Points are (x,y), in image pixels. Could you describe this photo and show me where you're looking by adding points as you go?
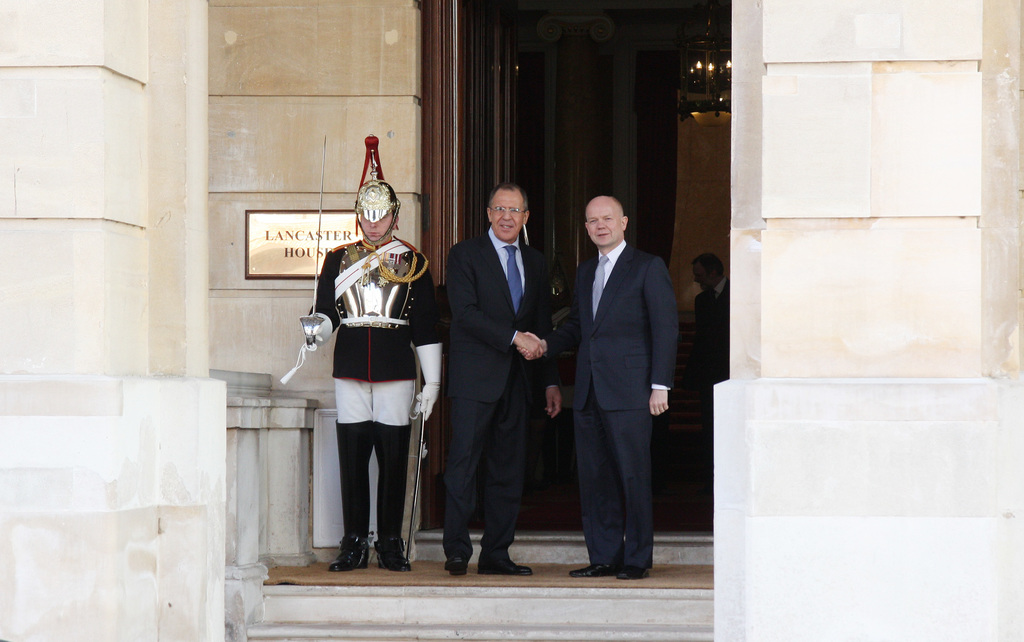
In this image we can see three men (497,348) are standing on the stairs (476,597). One man (388,332) is wearing army uniform (347,400) and holding sword (304,319) in his hand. The other two men (564,332) are wearing coat (625,344) and shaking hands (543,343). Behind them one board (298,234) is attached to the wall (329,98) and door (486,114) is there.
